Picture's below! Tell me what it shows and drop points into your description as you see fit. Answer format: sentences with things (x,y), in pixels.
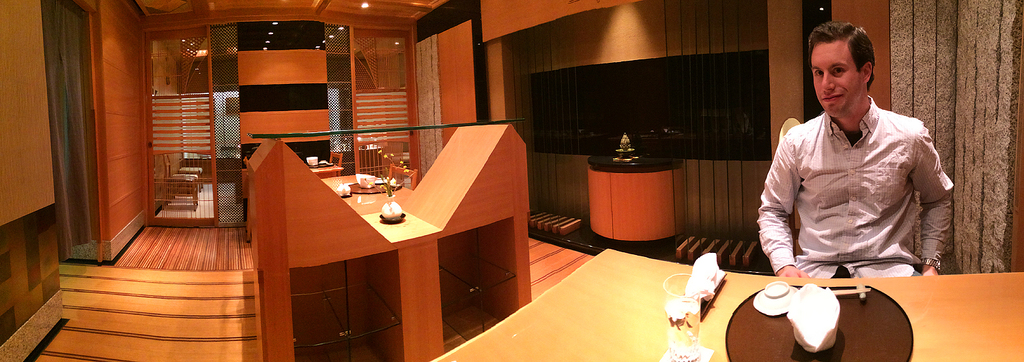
This person (800,204) sitting and smiling. We can see tables (488,354), chairs (339,165), furniture (305,176), on the table (720,301) there are glass (688,312), cups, tissues (815,313), plates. On the top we can see lights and on the top (768,29) we can see wall (540,31). This is floor (96,274).
